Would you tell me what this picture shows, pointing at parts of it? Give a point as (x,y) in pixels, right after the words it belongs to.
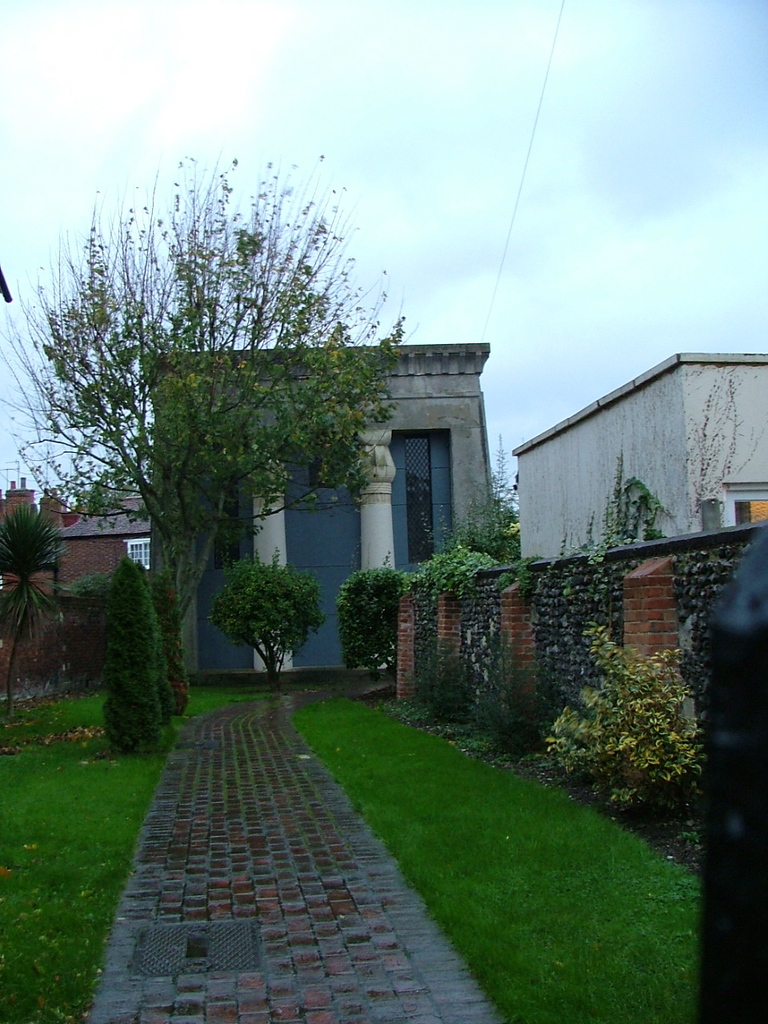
In the center of the image (353,553) we can see pillars (277,552) and building (338,507). On the right side of the image (610,691) we can see wall (697,546), building (680,509), trees (353,626), creepers (489,556) and plants (390,611). On the left side of the image (100,344) we can see tree (148,395), grass (54,812) and plants (133,750). In the center of the image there is a walk way (291,704). In the background (43,152) we can see sky (308,152) and clouds (269,150).
